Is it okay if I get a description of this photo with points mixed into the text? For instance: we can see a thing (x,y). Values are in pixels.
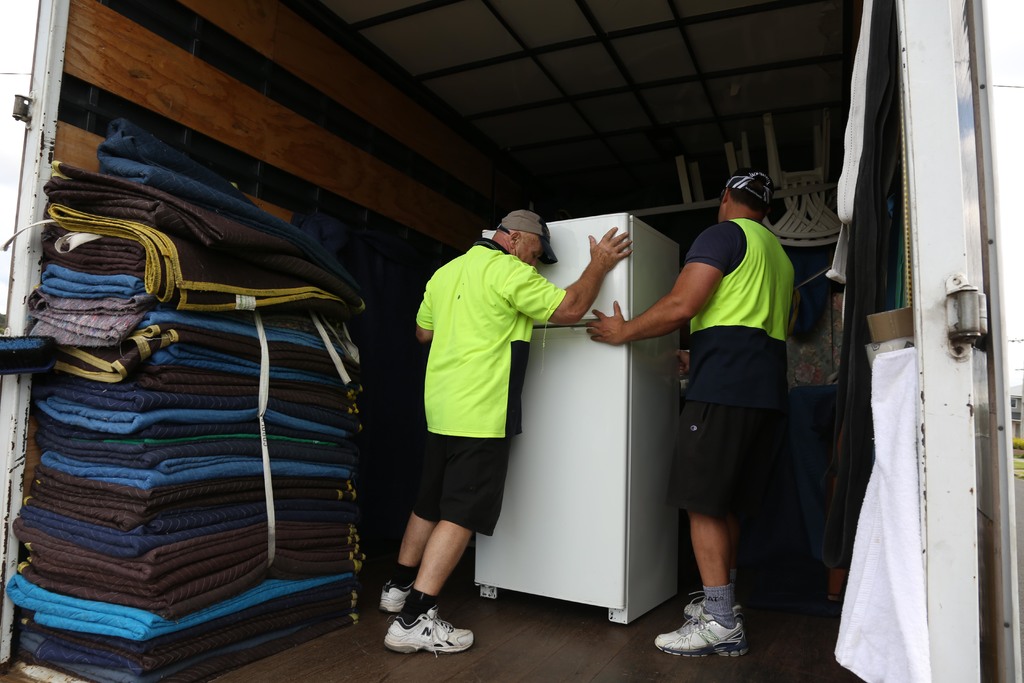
In the image we can see a vehicle (968,90). In the vehicle (577,206) two persons (766,473) are standing and holding a refrigerator (647,273). Behind the refrigerator (661,238) we can see some chairs (777,140) and tables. At the top of the image (821,0) we can see roof (466,12). In the bottom left corner of the image (60,515) we can see some mats (60,535). Behind the vehicle (953,73) we can see some clouds (1002,58) in the sky (1009,286).
